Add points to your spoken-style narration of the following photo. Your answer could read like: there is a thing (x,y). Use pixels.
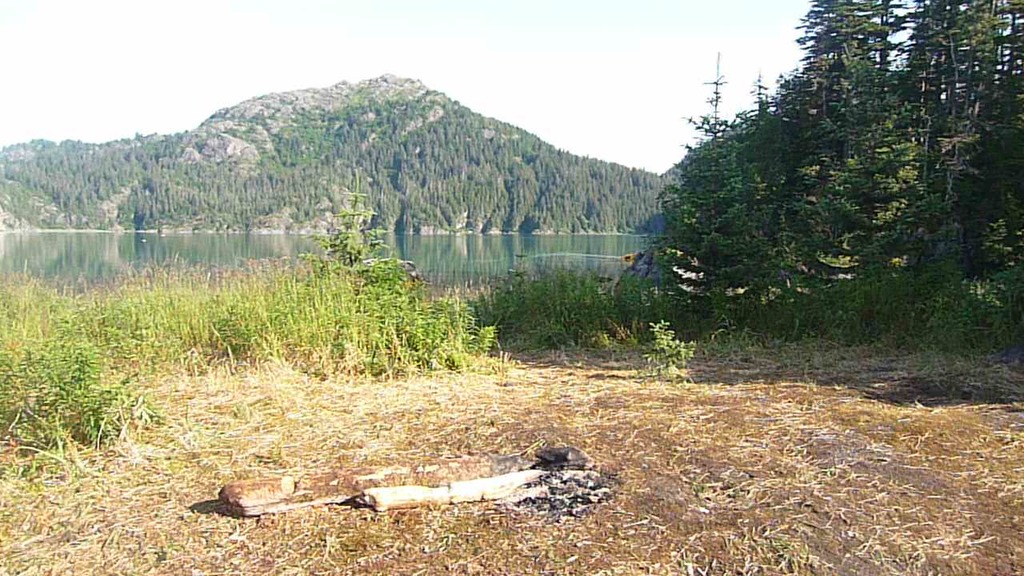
In the image we can see grass (246,339), water (438,260), trees (710,229), hills (414,121) and the sky (646,42). Here we can see half burned wooden log (406,499).
